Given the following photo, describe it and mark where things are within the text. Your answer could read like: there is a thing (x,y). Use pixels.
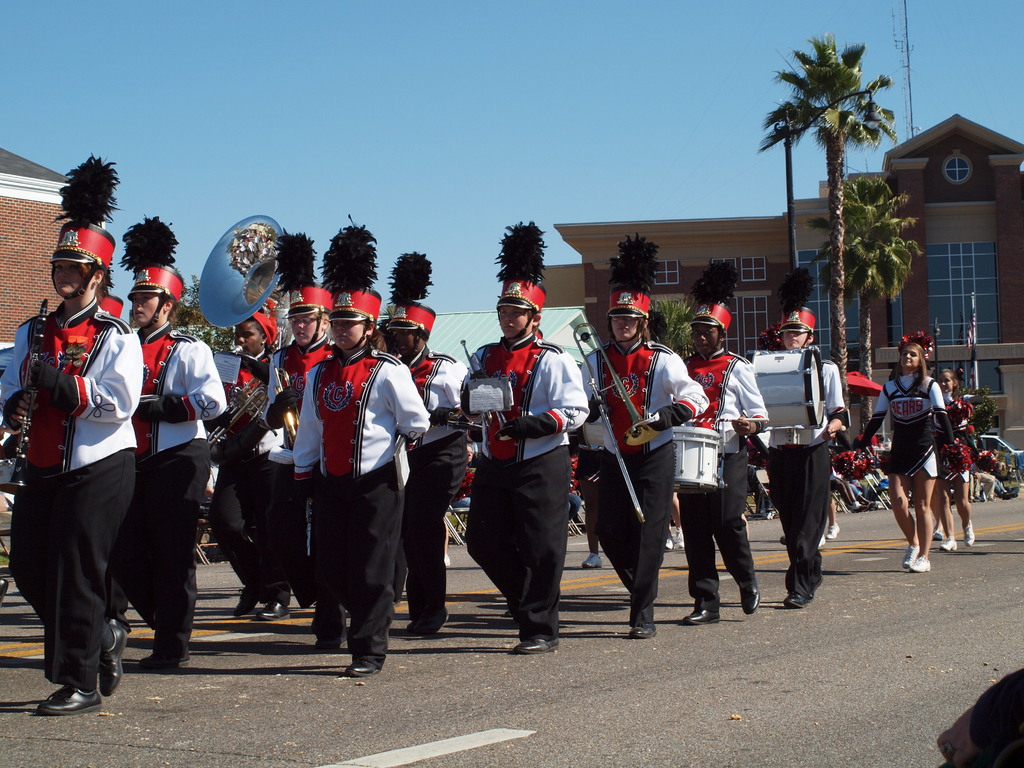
In the image, there are group of people (666,485) walking on the road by playing musical instruments (24,482), they all are wearing a same uniform (405,426). Behind the people (164,440) there is a big building (798,227) and in front of the building (798,227) there are tall trees (839,277).
